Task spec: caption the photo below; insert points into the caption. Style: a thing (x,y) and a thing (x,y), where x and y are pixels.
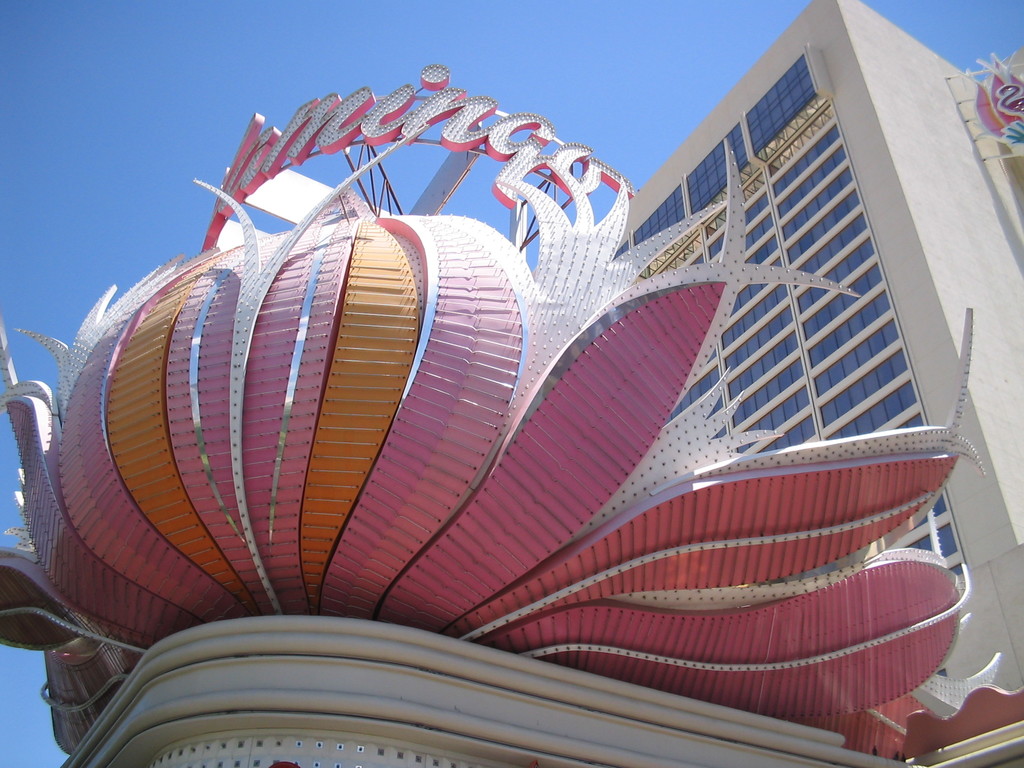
In this picture we can see a building (979,266) and in the background (63,111) we can see the sky (257,19).
